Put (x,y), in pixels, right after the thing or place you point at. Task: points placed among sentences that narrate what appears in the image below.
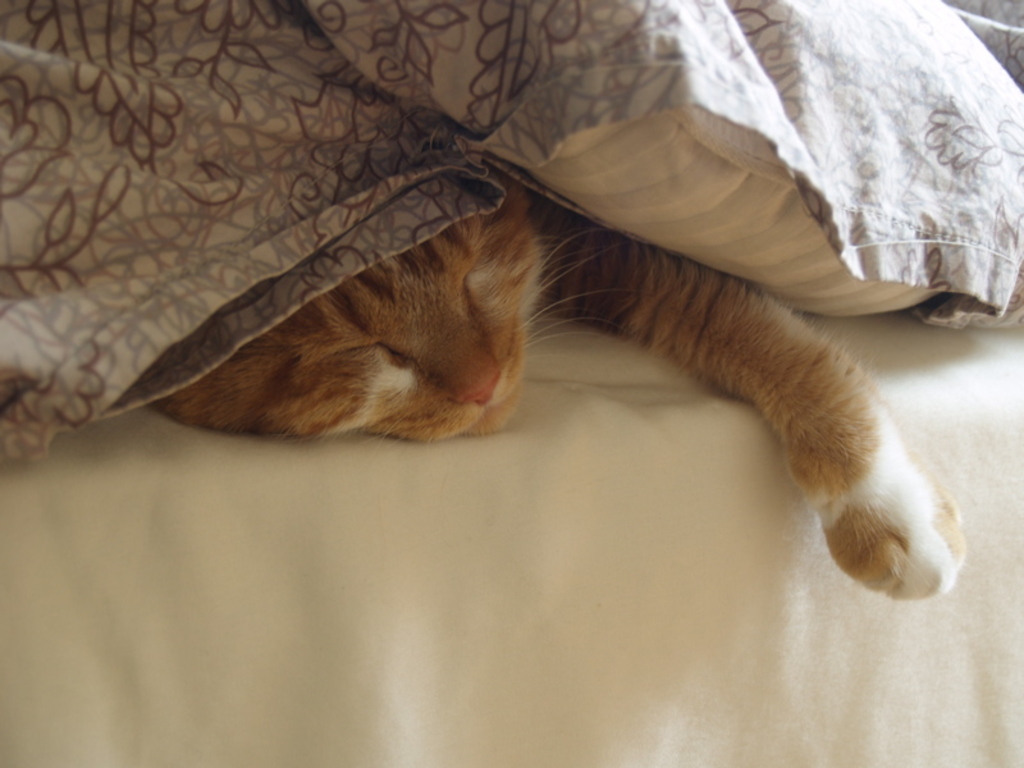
In the picture we can see a cat (383,375) which is sleeping on bed (456,490) beneath pillow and there is blanket (263,142).
